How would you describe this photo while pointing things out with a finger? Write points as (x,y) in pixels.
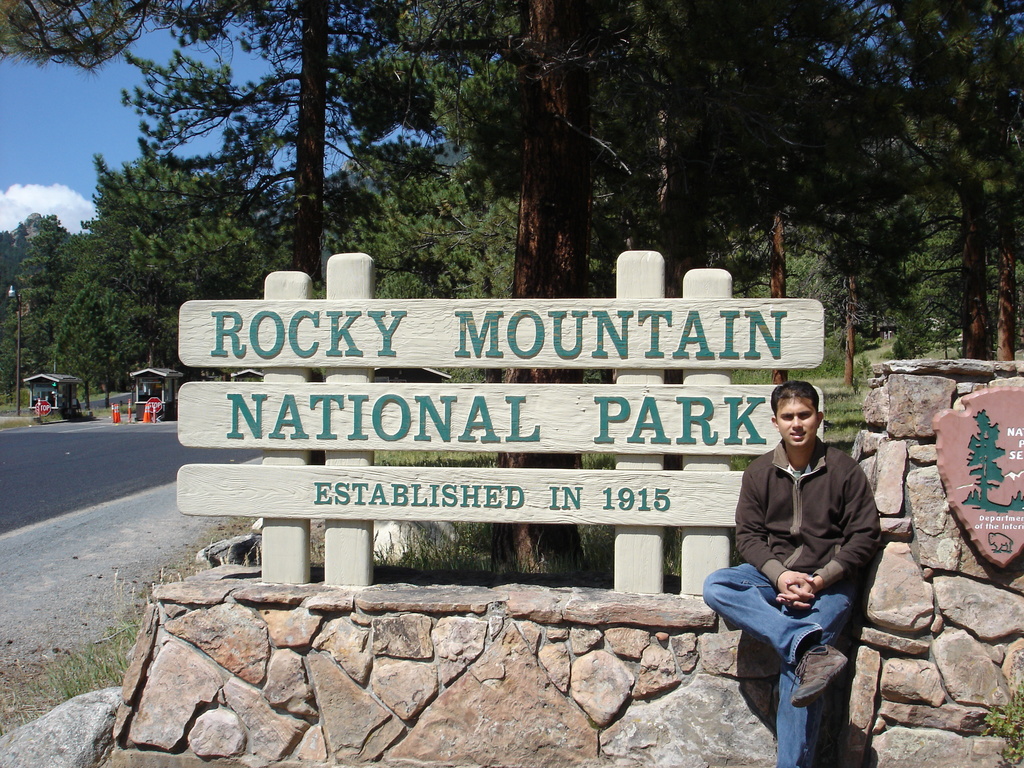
In this image I can see a man (740,522) is sitting. I can see he is wearing a jacket (775,523), blue jeans (812,607), and a shoe (834,668). I can also see number of trees (394,207), few boards (619,363), cloud (17,192), the sky (83,133), few orange colored traffic cones (129,406) and here on these boards (642,431) I can see something is written.
